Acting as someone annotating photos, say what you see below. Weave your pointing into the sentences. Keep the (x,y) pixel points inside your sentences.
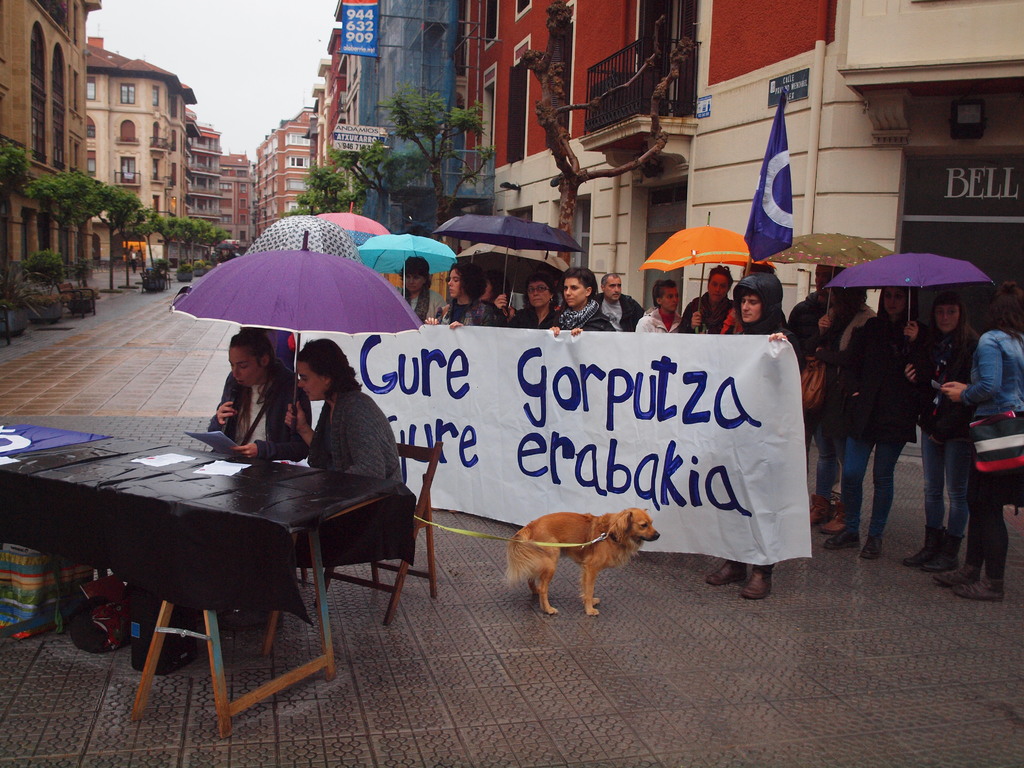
In this picture there are two women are sitting on the chair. There is a table (159,634). There are bags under the table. There are few people (787,337) at the background (806,320) holding an umbrella (537,241) and are standing. They are holding a poster (540,388) also. At the background (117,239) there are some trees (66,196) and buildings (379,88). There is a blue flag (775,191).
